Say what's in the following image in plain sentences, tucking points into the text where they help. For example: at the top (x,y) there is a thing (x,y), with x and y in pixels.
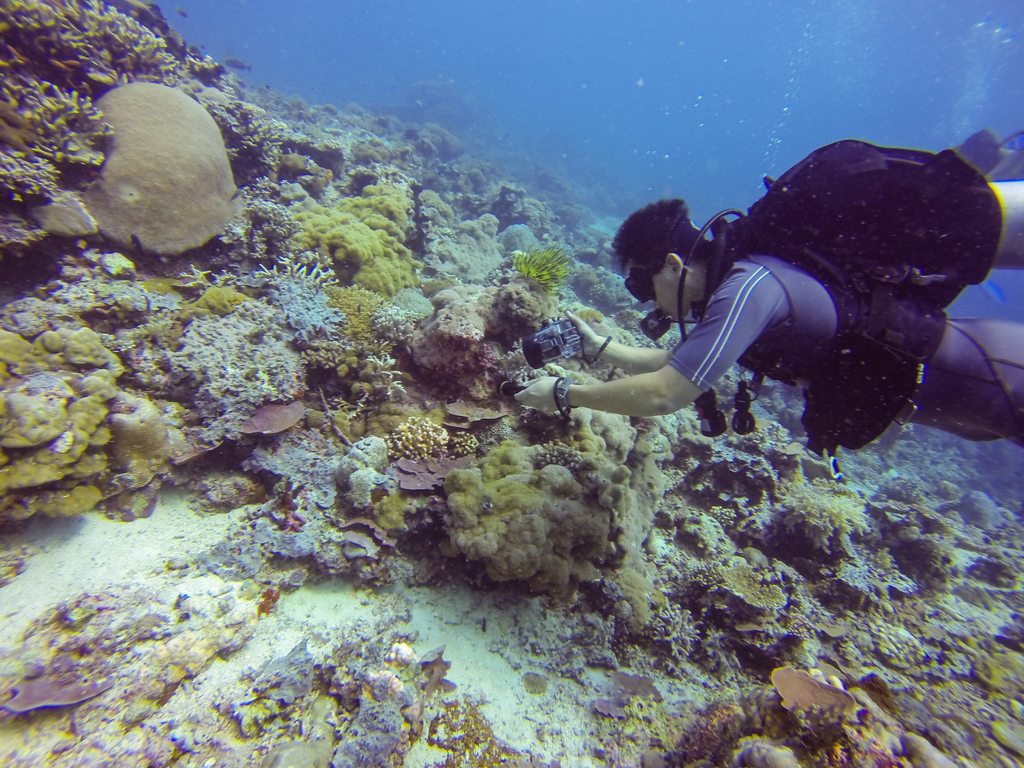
In this image, we can see a person (727,279) holding an object (555,346) is in the water (819,21). We can also see some water plants (601,480).
